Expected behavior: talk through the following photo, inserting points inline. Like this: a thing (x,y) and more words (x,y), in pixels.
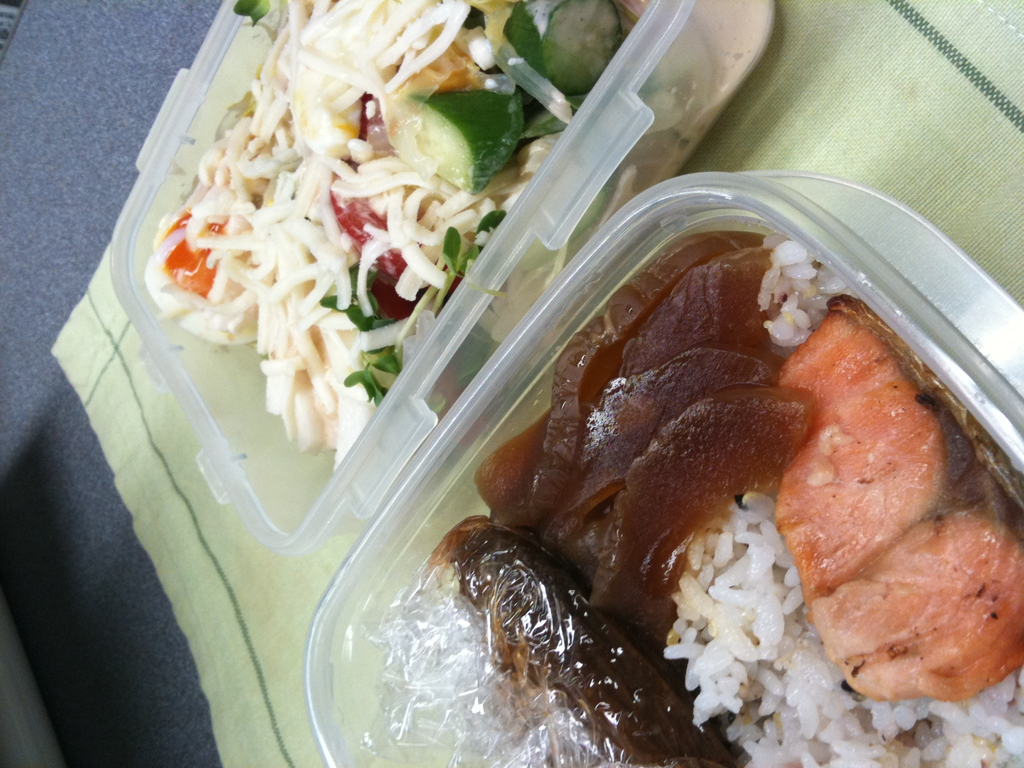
In this image I can see two boxes (144,223) kept on the floor (6,111) in boxes (593,147) I can see food (565,355).
